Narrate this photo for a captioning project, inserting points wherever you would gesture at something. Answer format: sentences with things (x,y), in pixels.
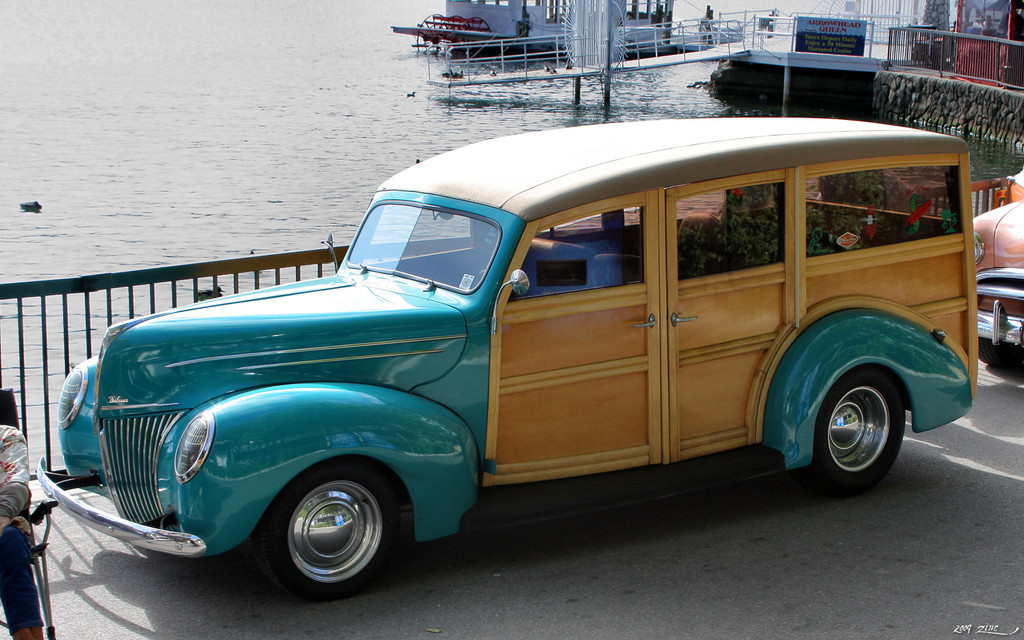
In this picture I can see vehicles (506,424) on the road (39,495), there are iron grilles (884,10), there is a boat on the water (697,78), there is a passenger boat ramp (772,58) and there is a board (818,35).
